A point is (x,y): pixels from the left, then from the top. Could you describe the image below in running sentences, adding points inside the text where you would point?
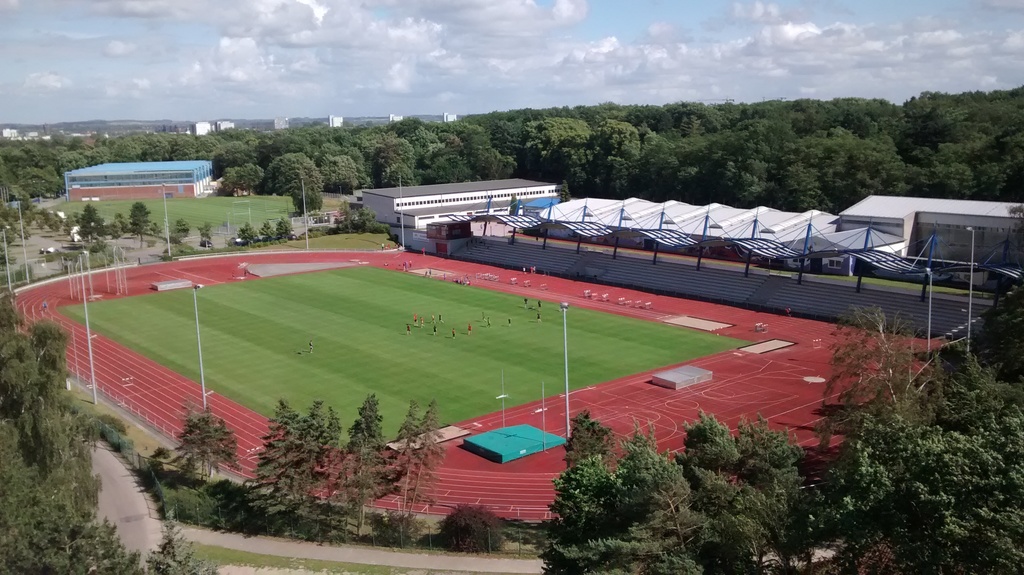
In this image we can see a stadium (429,385) with some players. We can also see stairs (693,283), roof (764,251), trees (698,419), road (116,504), poles (88,332), lights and grass (310,293). On the backside (276,139) we can see a group of trees (504,166), buildings (388,206) and the sky (271,78) which looks cloudy.
